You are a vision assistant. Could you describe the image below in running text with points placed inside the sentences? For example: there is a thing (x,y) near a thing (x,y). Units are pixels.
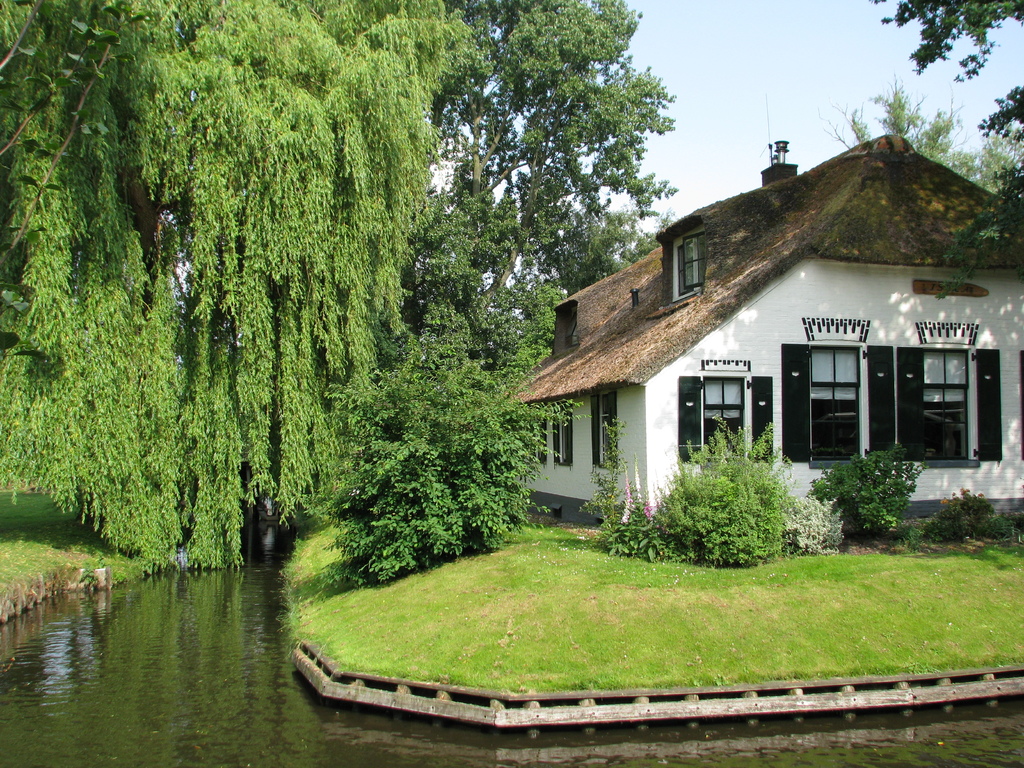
In this image, on the right side (886,414), we can see a house (968,409), glass window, plants (888,500) and trees (1008,190). On the left side (152,201), we can also see some trees (273,306) and plants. At the top (715,122), we can see a sky (746,130), at the bottom (240,690), we can see water (235,625) in a lake (178,625) and a grass (670,592).
